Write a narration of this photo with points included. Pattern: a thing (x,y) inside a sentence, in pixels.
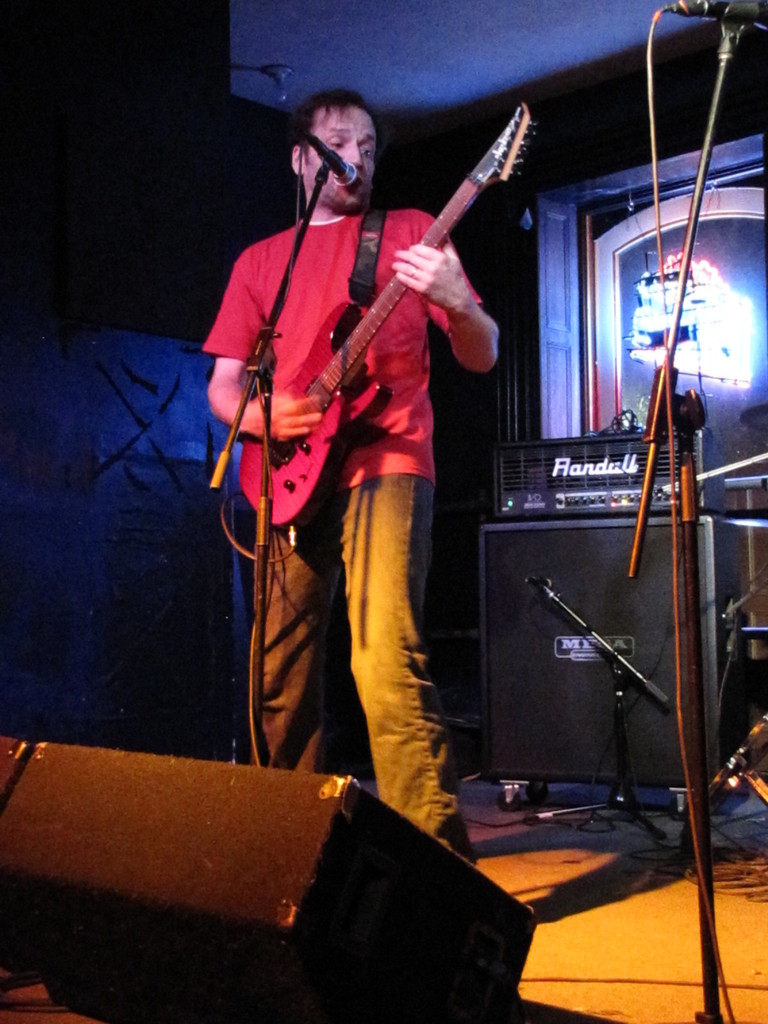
In the foreground of the picture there are microphone (654,443), speakers (316,818) and a person (385,394) playing guitar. In the center of the picture (508,467) there is a music control system (594,460). In the background (640,229) there is a door (605,280).
